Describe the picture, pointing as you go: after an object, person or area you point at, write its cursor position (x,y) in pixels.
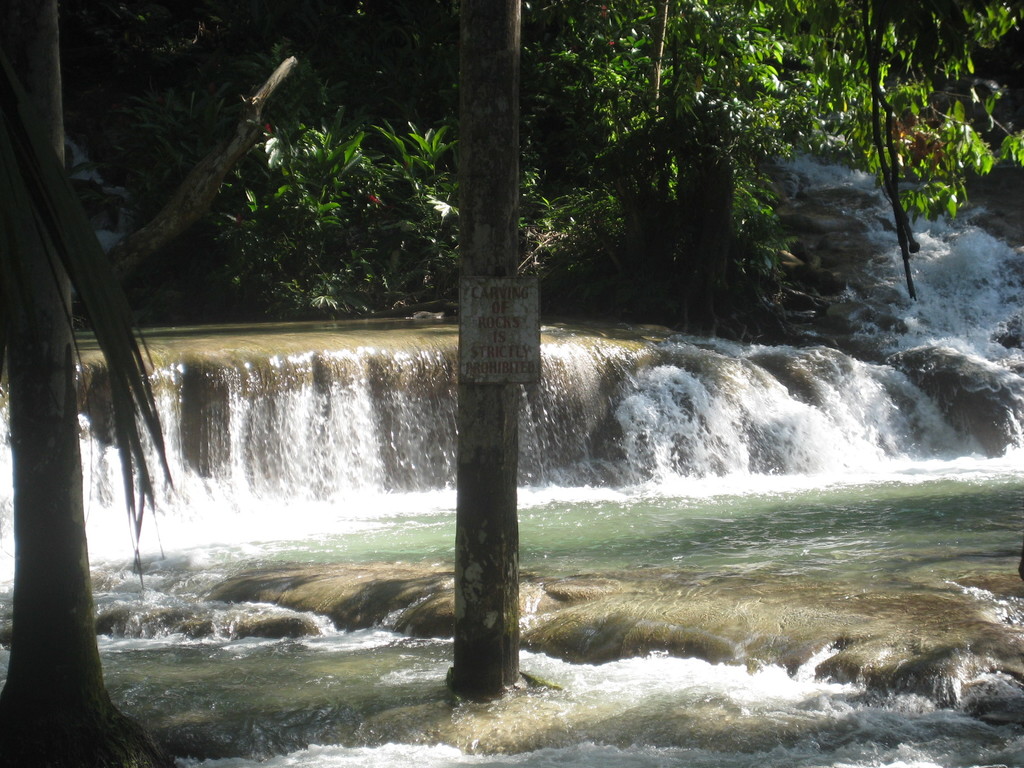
There is a waterfall (614,369). Also there are many trees (572,160). And there is a pole (493,235) with a board (475,345) on that
